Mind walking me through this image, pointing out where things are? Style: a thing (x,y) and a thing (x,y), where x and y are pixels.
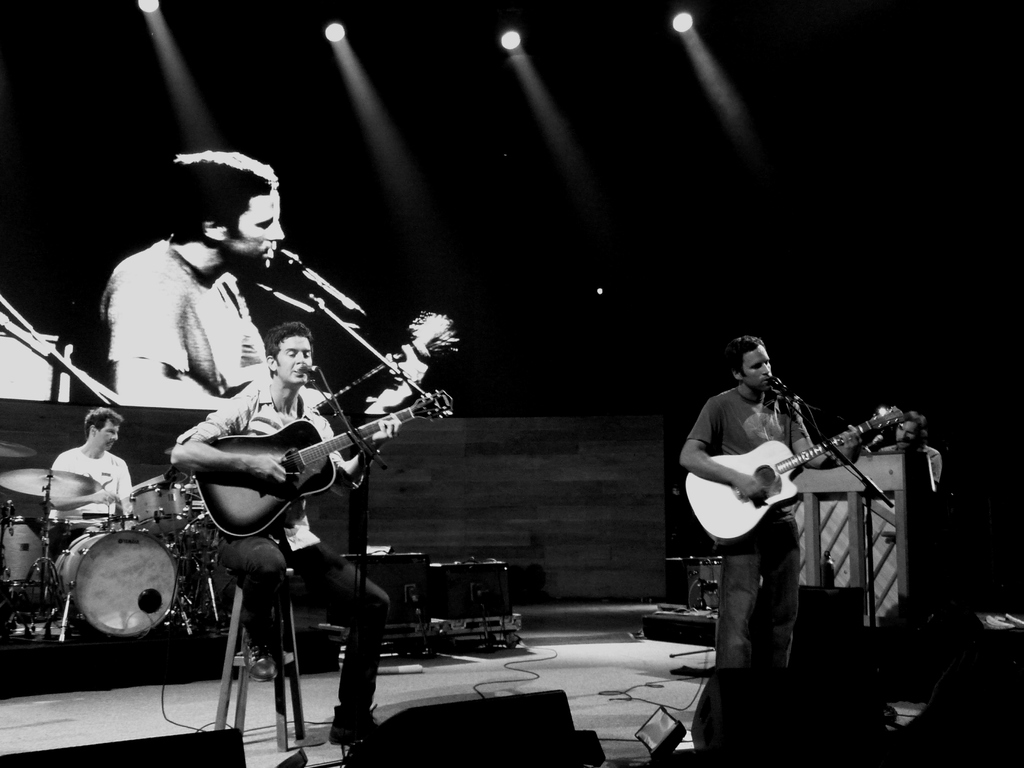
A band (236,412) is performing on a stage (156,708). In them, two men (776,628) are playing guitars (298,460) and singing. And a man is playing drums (122,563).
